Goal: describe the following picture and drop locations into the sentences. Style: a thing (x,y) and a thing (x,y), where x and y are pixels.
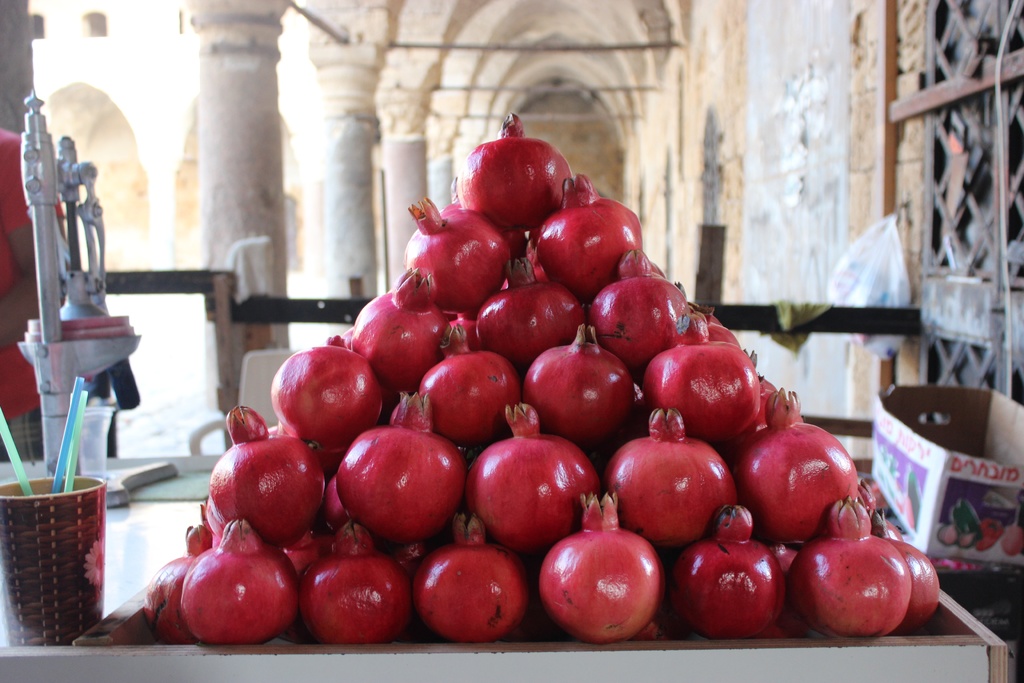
In this picture I can see few pomegranates (504,609) on the table (501,659) and I can see a carton box (944,477) on the side and few straws (25,488) in the glass (59,578) and I can see a machine (111,356) and a polythene cover (870,292) hanging to the nail (901,203). Picture shows inner view of a building (263,184).
